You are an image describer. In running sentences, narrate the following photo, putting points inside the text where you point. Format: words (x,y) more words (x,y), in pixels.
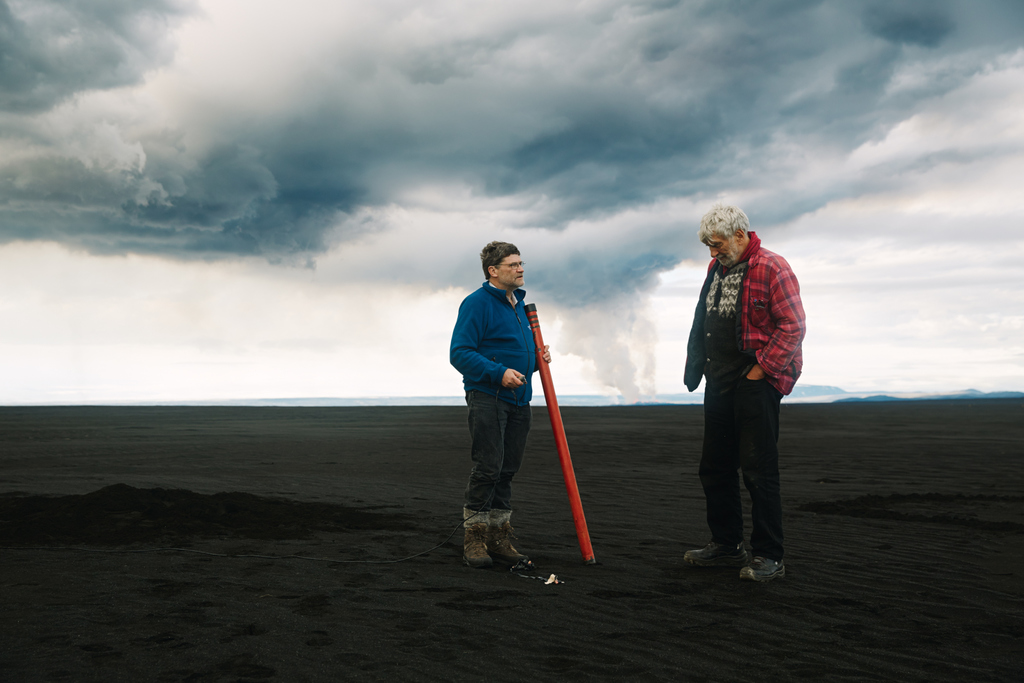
This image is taken outdoors. At the top of the image (203,223) there is a sky (255,252) with clouds (422,213). At the bottom of the image (195,596) there is a ground (452,560). In the middle of the image (481,290) two men (469,418) are standing on the ground (786,470) and a man (529,357) is holding a stick (535,344) in his hand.
